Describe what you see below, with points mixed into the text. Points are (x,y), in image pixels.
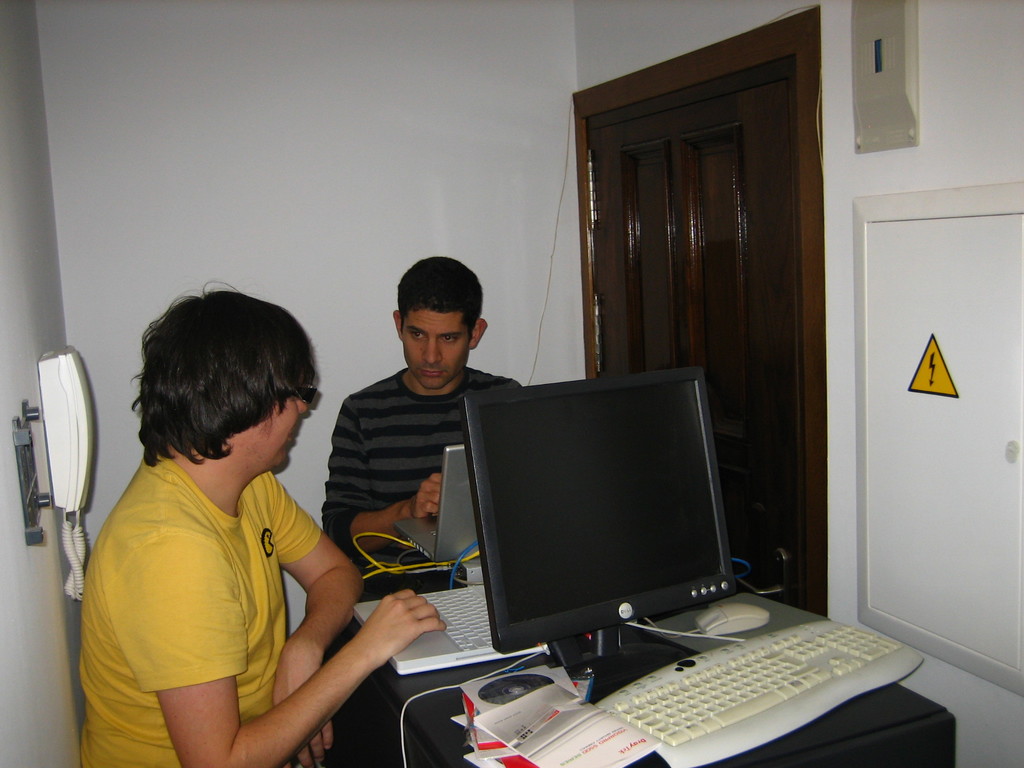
in a room (515,98) there is a table (823,754) in the center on which there is white keyboard (743,663), white mouse (723,613), 2 laptops (450,632). 2 people (407,643) are seated around it. the person (338,587) at the left (261,586) is wearing a yellow t shirt (244,581) and operating a white laptop (476,601). the person (401,418) at the back (418,415) is wearing a black t shirt (415,416) and operating a grey laptop (454,531). at the left (62,419), on the wall (75,341) there is a white telephone (68,431). the wall (282,156) is white in color. at the right (761,214) there is a wooden door (739,311).
